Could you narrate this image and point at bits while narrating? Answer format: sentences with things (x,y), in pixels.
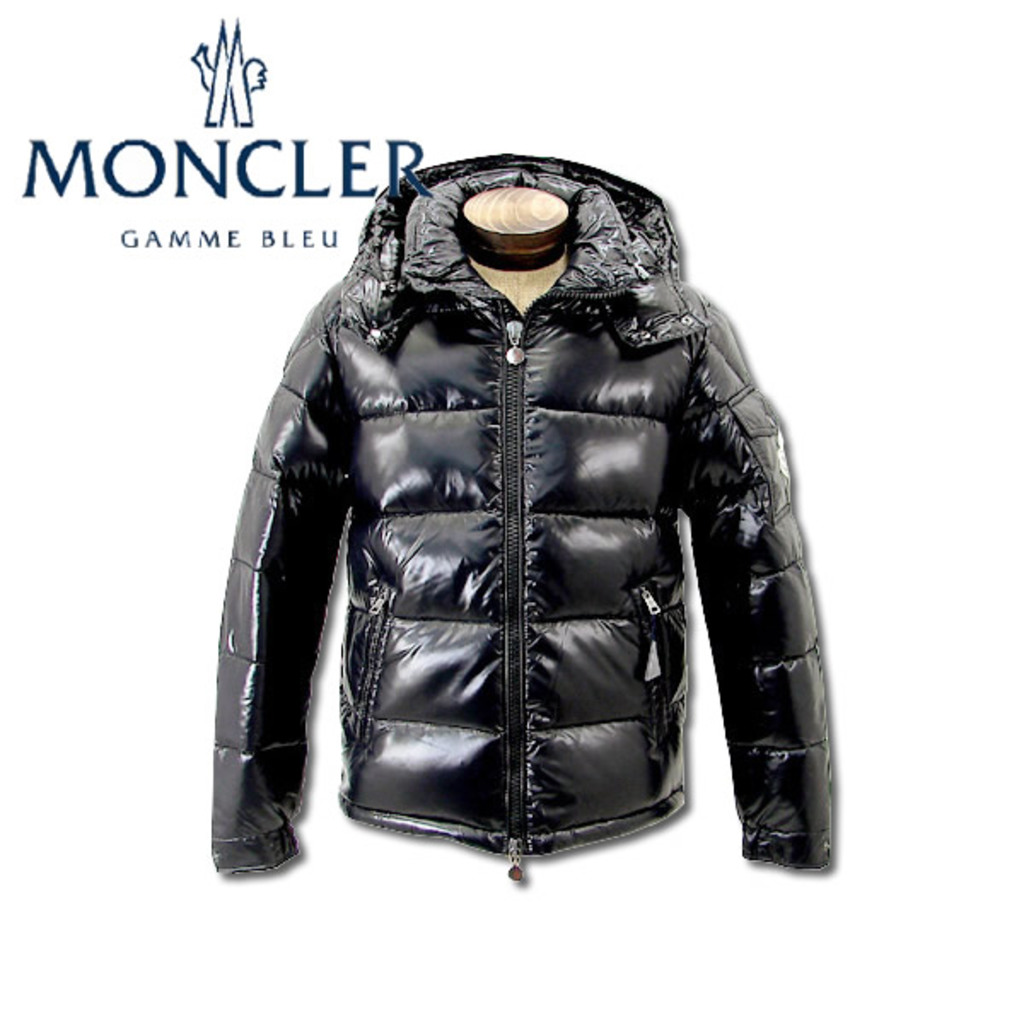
This picture contains a jacket (457,701) in black color. In the background (221,386), it is white in color and we see some text (401,170) written.
